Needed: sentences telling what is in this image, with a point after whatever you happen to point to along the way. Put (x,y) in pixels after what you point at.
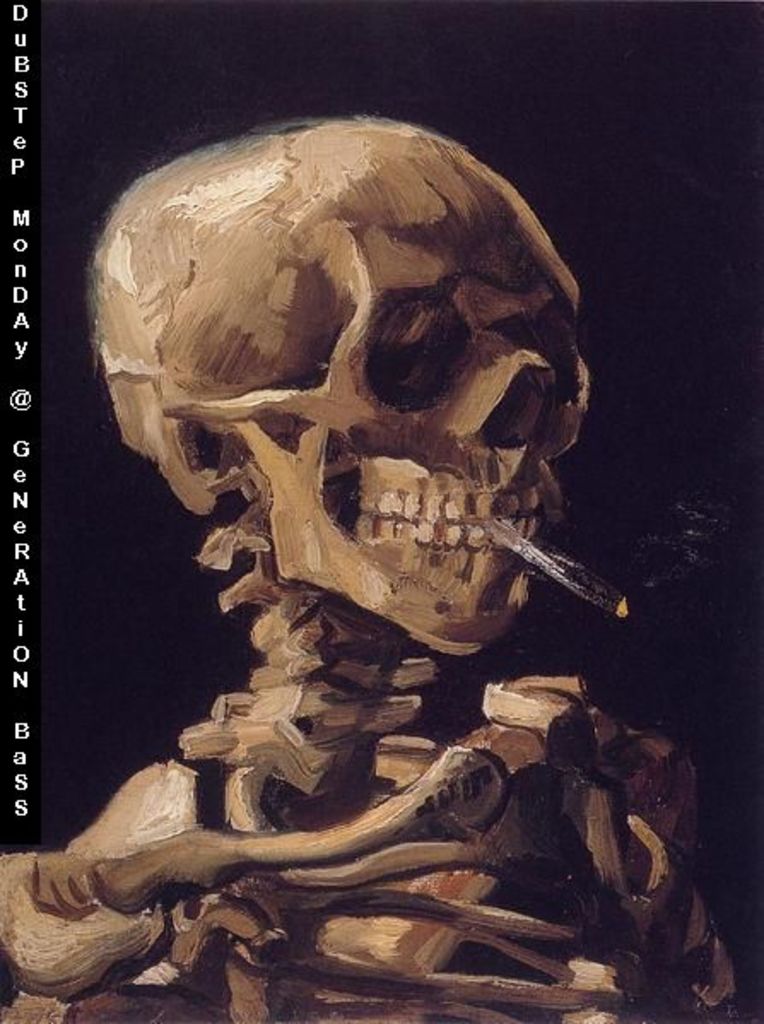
In this picture I can see the depiction of a skeleton (270,347) and I see the watermark (36,45) on the left side of this image (25,97) and I see that it is dark in the background (707,282).
